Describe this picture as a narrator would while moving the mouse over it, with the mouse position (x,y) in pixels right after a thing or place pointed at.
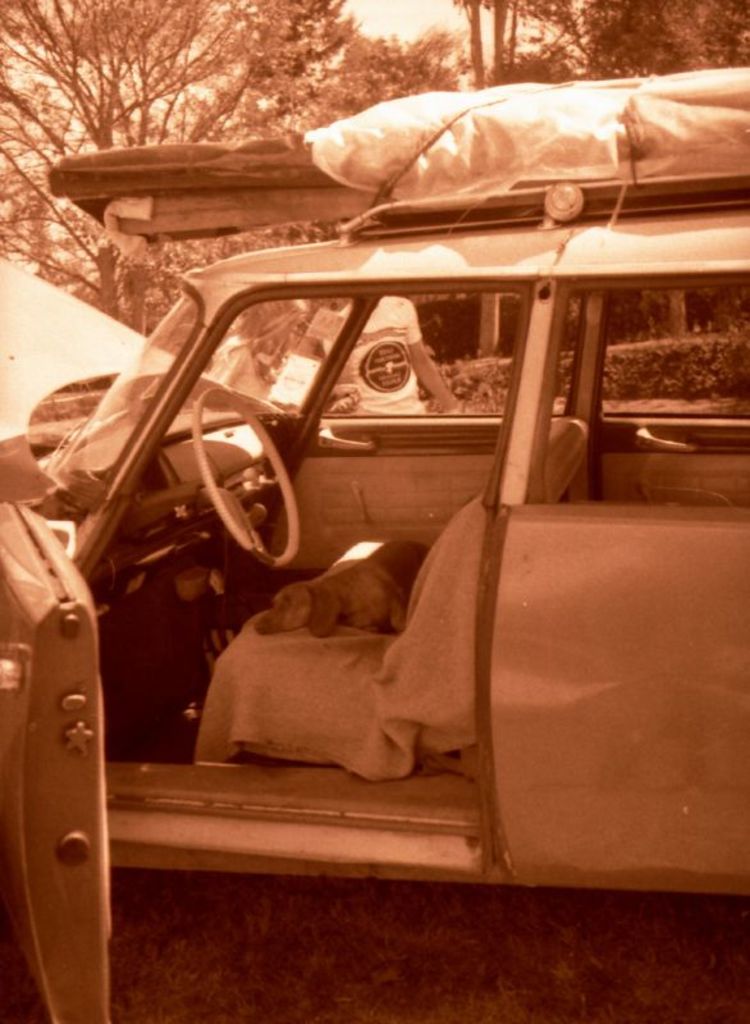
This is a black and white picture. Here we can see a vehicle (306,641) and there is a dog (395,575). In the background (261,239) we can see a person (393,351), plants (480,360), trees (375,73), and sky (383,20).
